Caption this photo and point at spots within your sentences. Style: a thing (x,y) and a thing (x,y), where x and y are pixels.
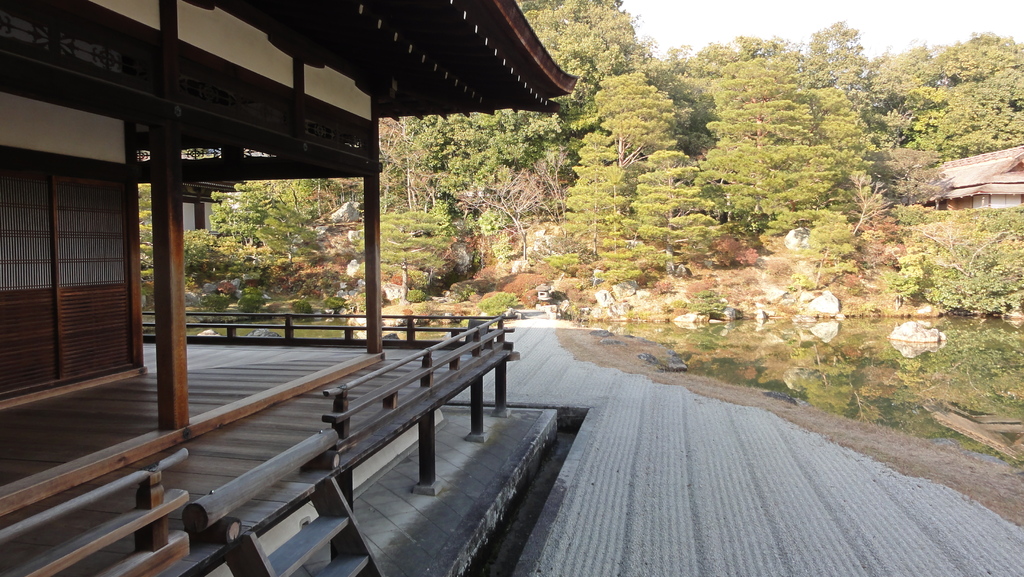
On the left side of this image (196,339) I can see a house (166,106). In the background (686,222) there are many trees (723,156) and rocks (835,304). On the right side (1009,180), I can see another house (999,180). At the top of the image (710,18) I can see the sky (682,19).
